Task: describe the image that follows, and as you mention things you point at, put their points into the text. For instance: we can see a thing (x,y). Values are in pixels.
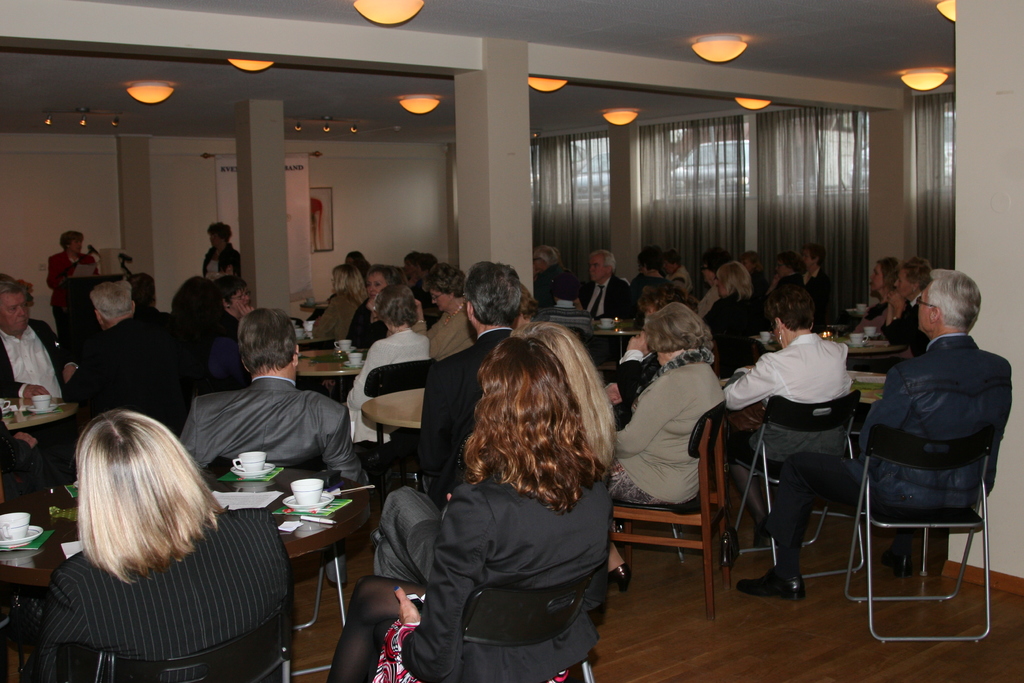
In this image there are group of persons (600,373) sitting in the table (318,525) and at the left side of the image (61,317) there is a woman (49,283) standing behind the wooden block (85,285) speaking and at the top of the image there are lights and at the right side of the image (809,147) there is a window (853,193) and also curtains (803,197).
